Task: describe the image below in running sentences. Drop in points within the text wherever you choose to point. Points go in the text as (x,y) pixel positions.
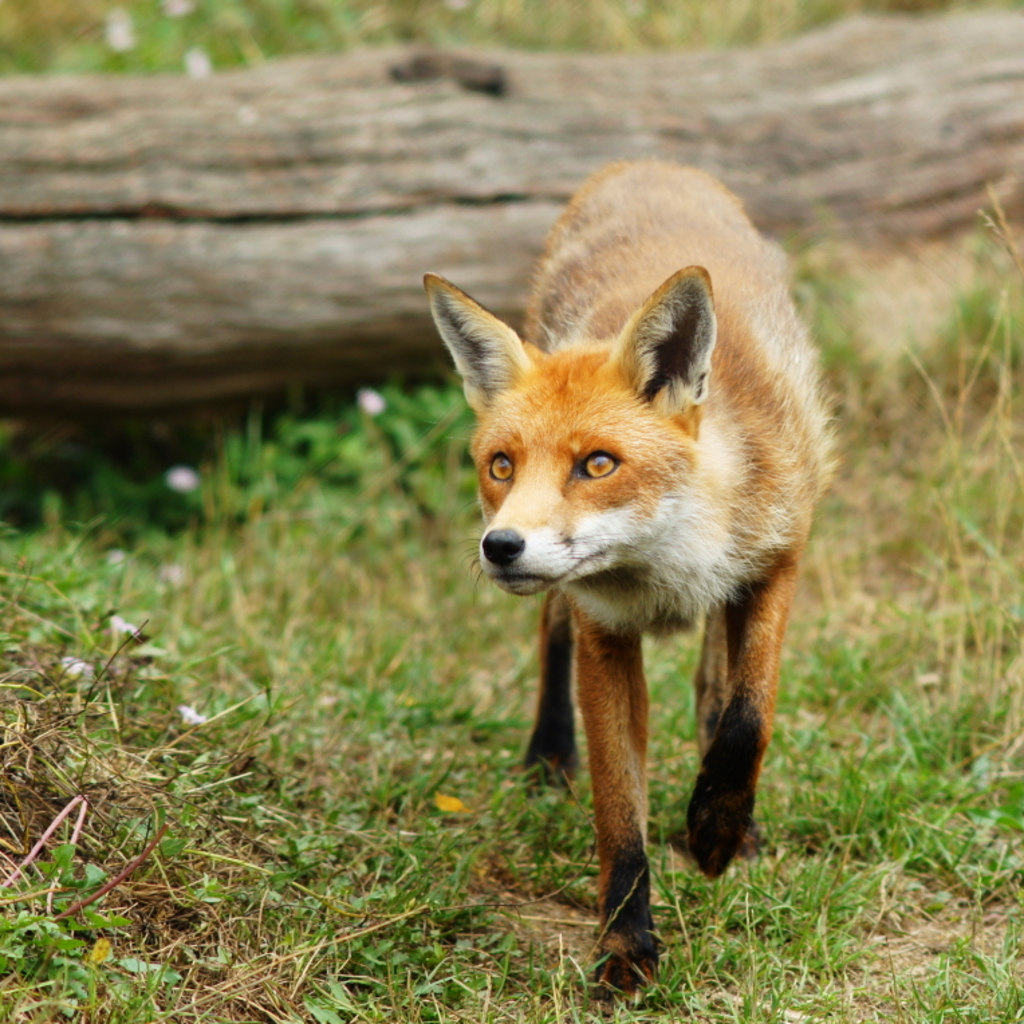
In this picture I can see a fox (633,921), and in the background (415,417) there is a wooden log (828,98) and grass (143,681).
